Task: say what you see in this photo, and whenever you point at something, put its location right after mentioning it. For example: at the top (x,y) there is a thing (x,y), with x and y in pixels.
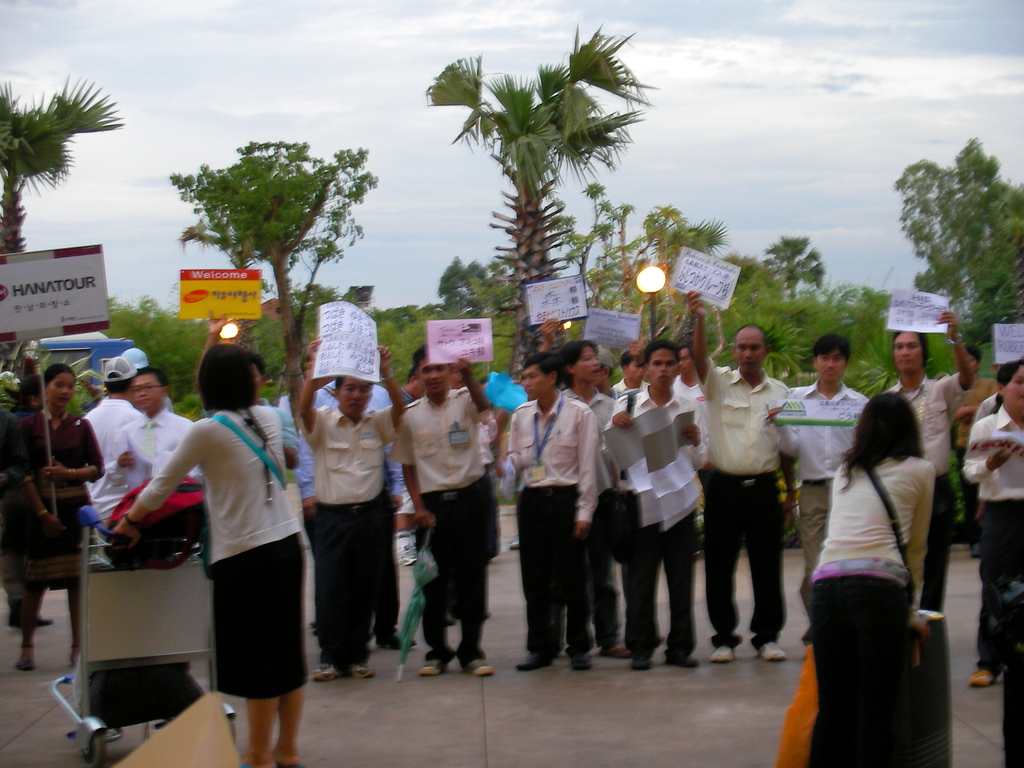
This picture is clicked outside. In the foreground (901,553) we can see the two persons (292,525) holding some objects (203,582) and standing on the ground (966,608). In the center (439,387) we can see the group of people (938,396) holding papers (907,305) and standing on the ground (490,703). In the background (703,135) there is a sky (817,163), trees (549,279) and lights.
